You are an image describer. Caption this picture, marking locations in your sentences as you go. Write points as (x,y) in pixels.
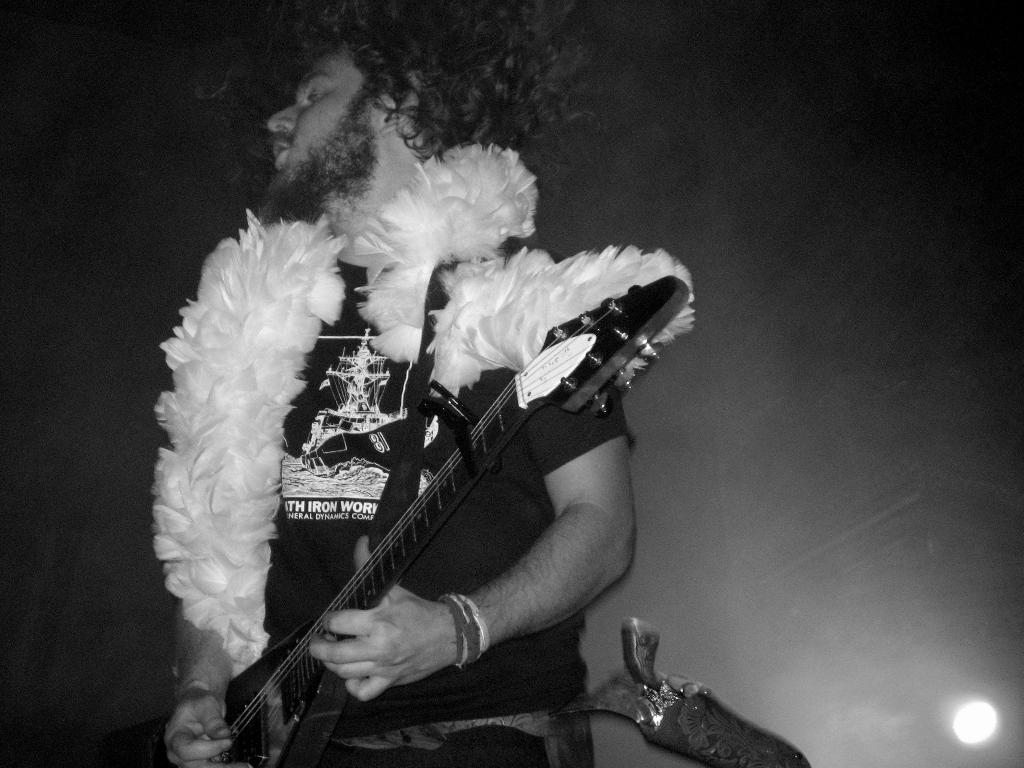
In this image I see a man (302,605) who is standing and holding a guitar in his hands (174,728) and I can also see he is wearing a black t-shirt (296,616). In the background (37,102) I see it is totally dark and there is a light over here.
